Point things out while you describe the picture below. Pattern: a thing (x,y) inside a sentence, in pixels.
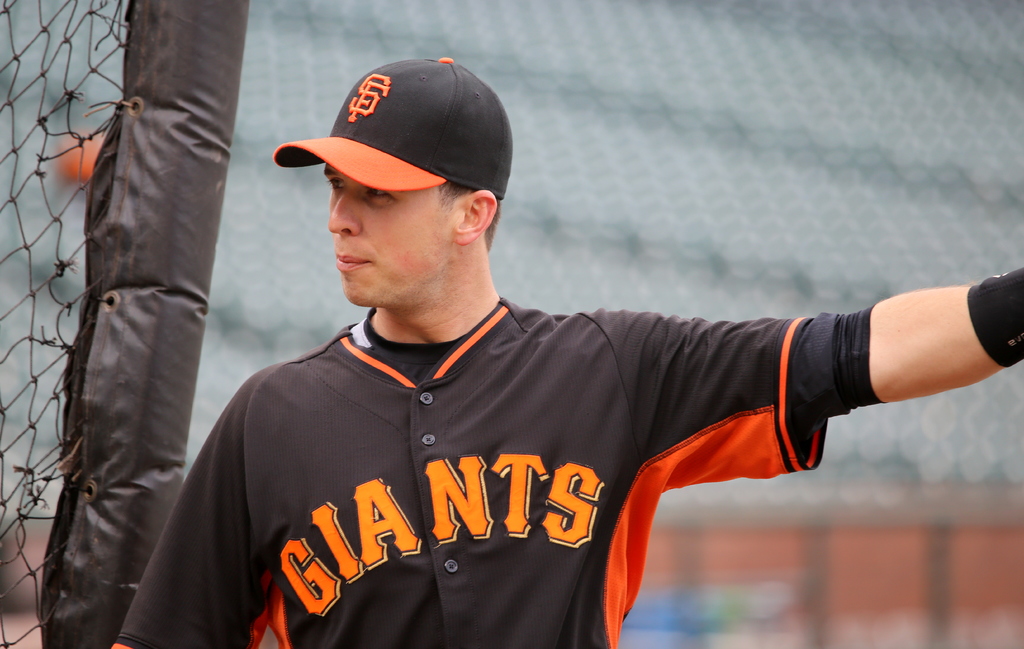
In the center of the image (379,420) we can see a man (368,209) standing. He is wearing a cap (432,137). On the left (80,98) there is a net (79,74).
